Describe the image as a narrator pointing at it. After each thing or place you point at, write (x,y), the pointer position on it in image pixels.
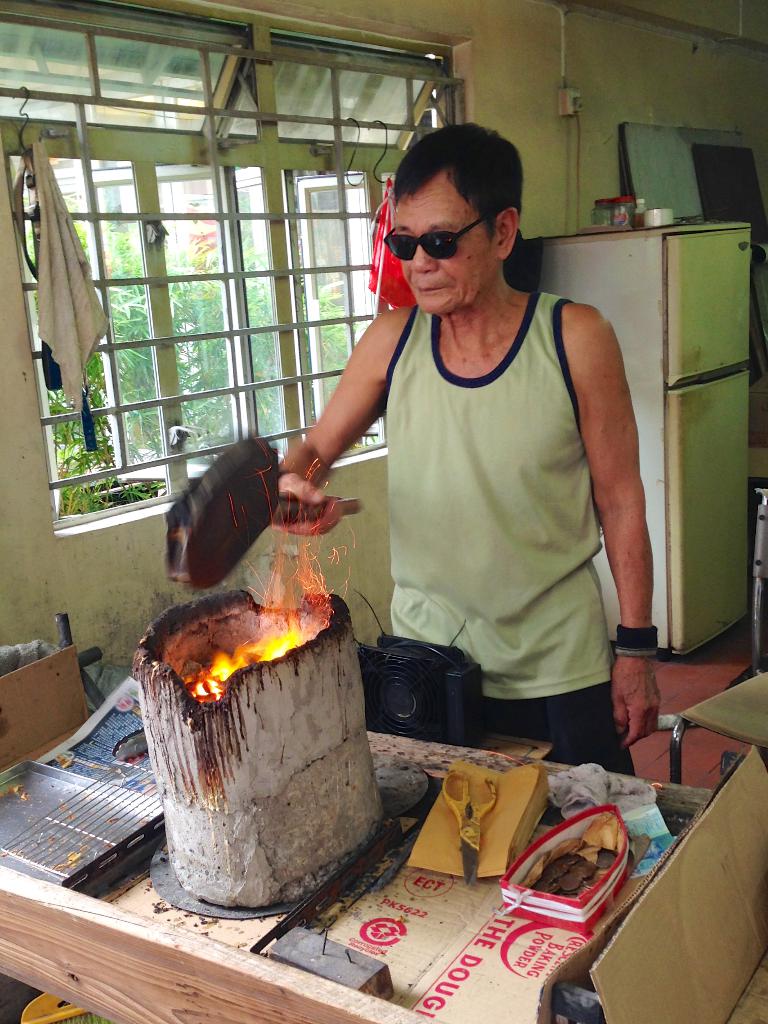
In this image there is a person (400,473) standing and holding an object (211,519) and placed it on the fire (205,686) which is on the table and there are so many objects (225,817) on the table (405,887), behind him there is a refrigerator (603,237), on top of it there are a few objects (622,226), beside the refrigerator (598,282) there is a window (168,312) and a cloth (90,294) hanging from it, behind the refrigerator (697,314) there are few objects (712,194).
